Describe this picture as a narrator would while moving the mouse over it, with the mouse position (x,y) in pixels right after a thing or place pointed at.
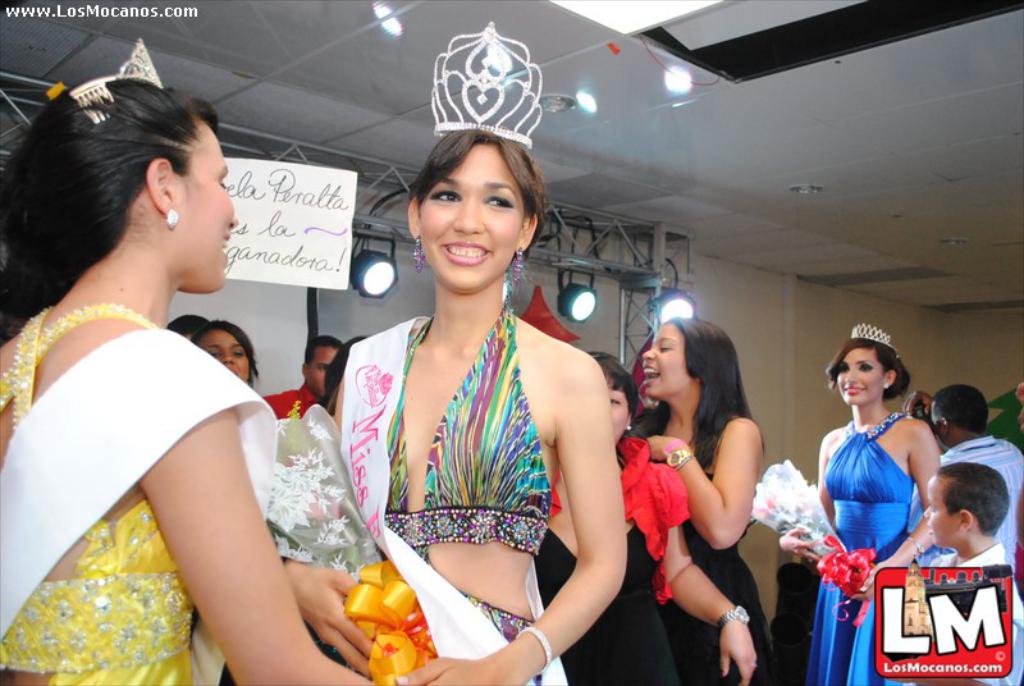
At the top (794,122) we can see the ceiling (714,73). In the background (410,171) we can see the wall (960,373), beam rods (552,222) and lights (593,292). In this picture we can see people (701,539) standing. We can see few women (85,360) wore crowns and holding bouquets (363,591) in their hands (813,541) and smiling. At the bottom (879,658) and top portion of the picture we can see the watermarks (951,647).
